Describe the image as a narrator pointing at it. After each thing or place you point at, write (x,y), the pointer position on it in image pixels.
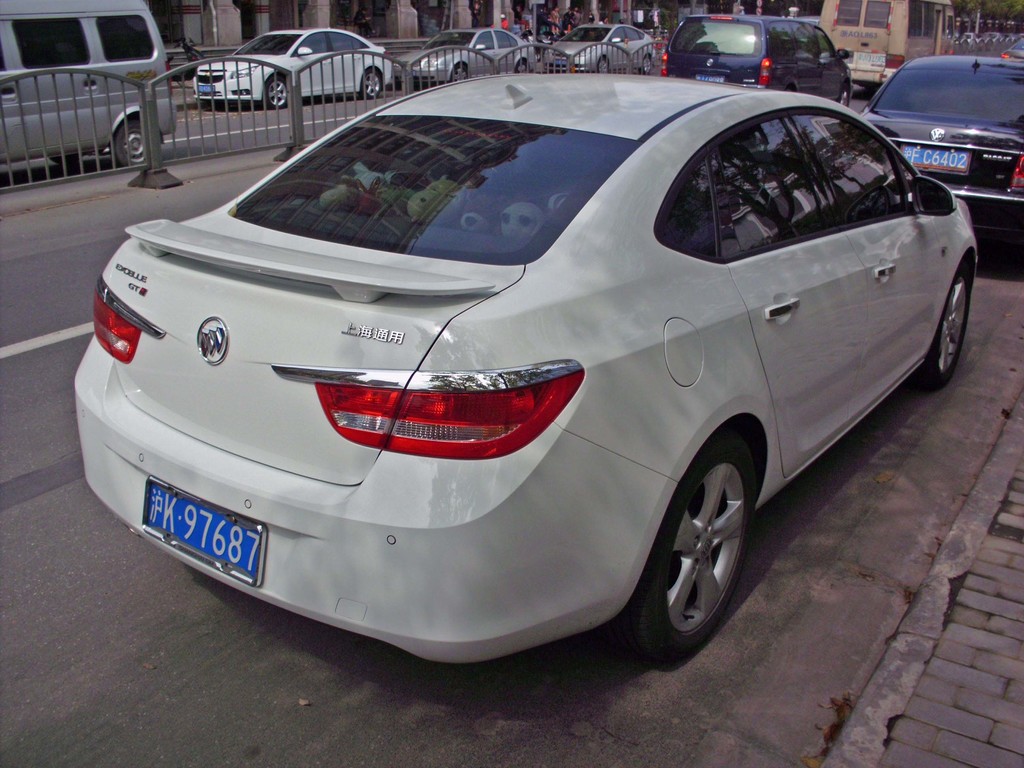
In this picture we can see there are vehicles (383,112) on the road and in between the roads (223,134) there are barriers (164,93) and behind the vehicles (673,81) they are looking like people (549,12), pillars (495,23) and trees (786,9).
